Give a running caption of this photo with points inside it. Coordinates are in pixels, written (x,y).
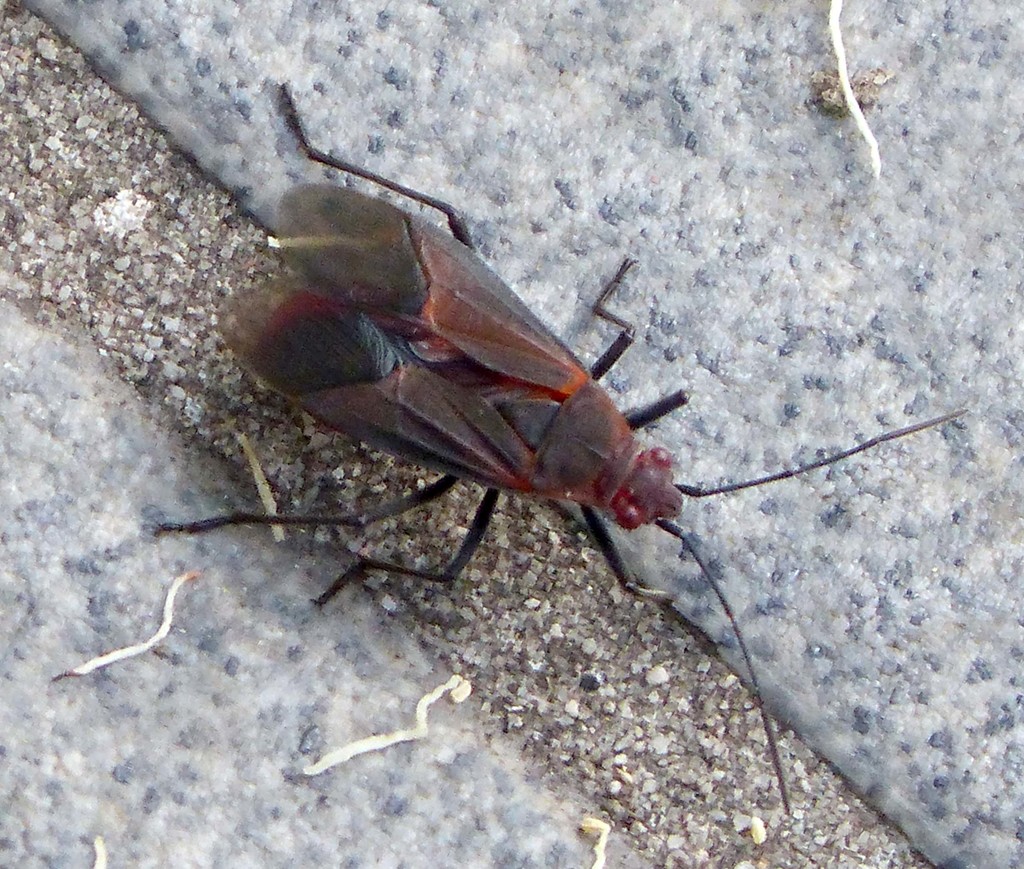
In this image I can see an insect (439,384) which is black, brown, red and orange in color is on the cream and black colored surface (587,338). I can see few white colored objects (465,693) on the surface (798,240).
